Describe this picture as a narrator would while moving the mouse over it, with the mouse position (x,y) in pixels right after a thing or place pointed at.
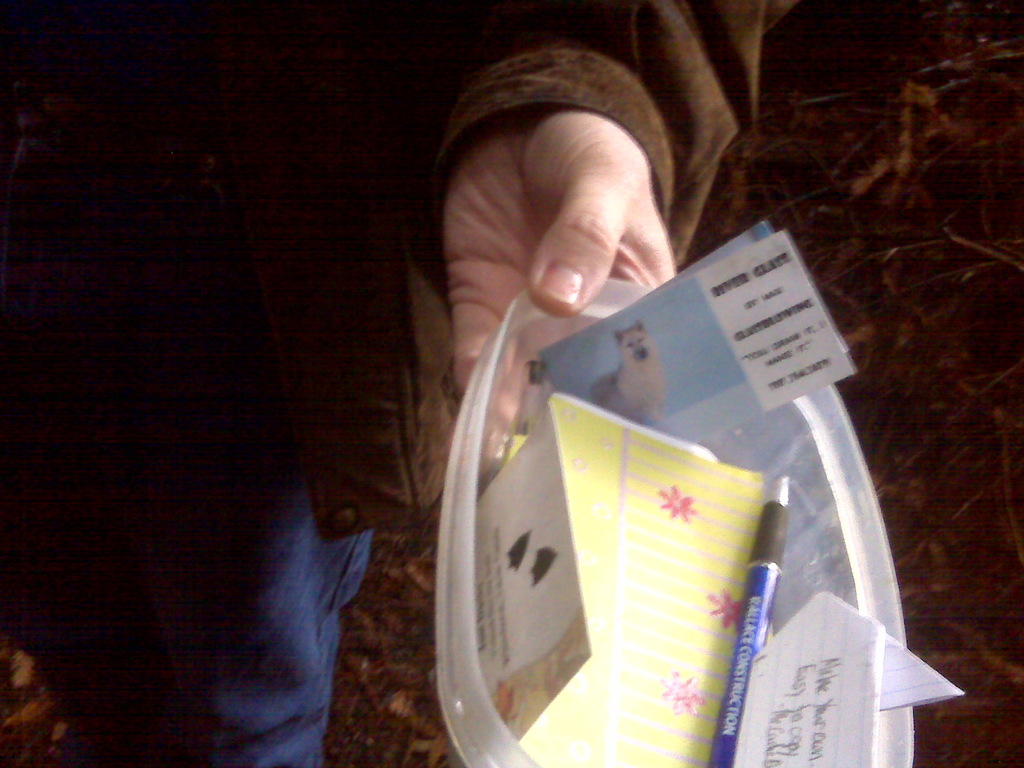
In this image I can see a person (384,317) wearing brown and blue colored dress (274,314) is standing and holding a plastic box (515,398) in his hand (454,377). I can see few papers (651,557) and a pen (729,761) in the box (684,423) and the brown colored background (1007,635).
